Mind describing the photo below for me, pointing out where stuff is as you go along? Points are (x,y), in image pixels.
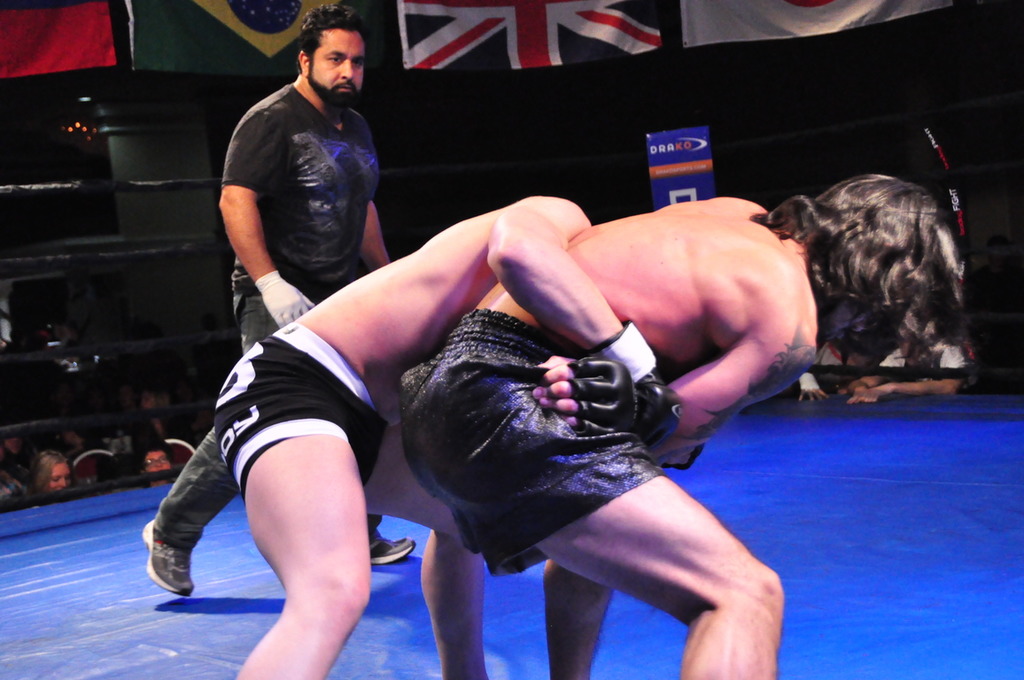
In this image I can see a fight ring (952,679) and on it I can see three persons (756,360). I can also see all of them are wearing gloves (671,392) and two of them wearing shorts (290,372). In the background (37,415) I can see number of people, a board (692,133), four flags (512,58) and on the board (657,162) I can see something is written.
